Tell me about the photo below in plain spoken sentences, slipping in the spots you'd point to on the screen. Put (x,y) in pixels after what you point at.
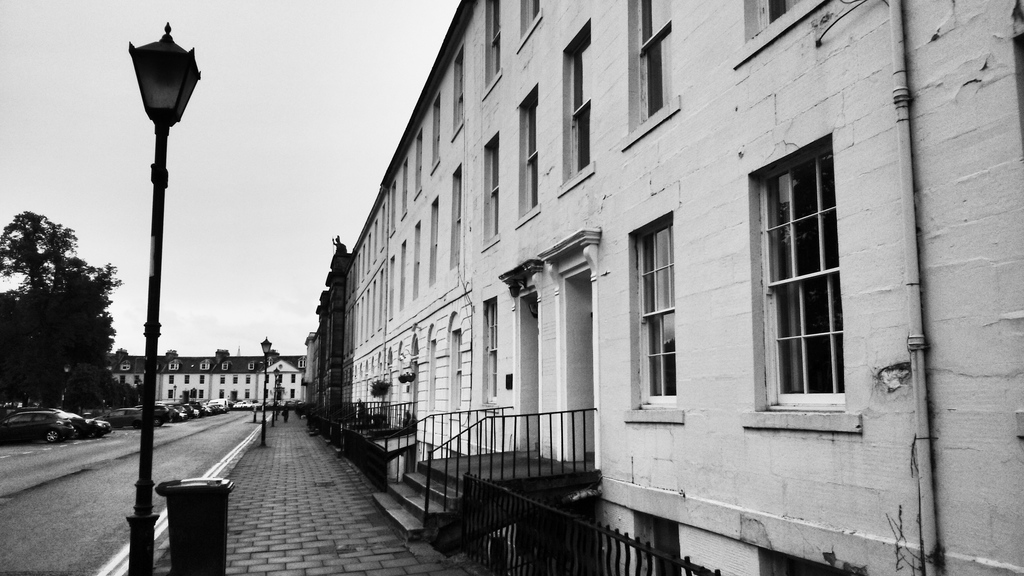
In this image I can see few pole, few street lights (143,461), number of buildings (285,366), railings (449,462), stairs (443,489) and here I can see a container (190,498). I can also see number of vehicles (32,424) on road (104,451) and I can see a tree (65,342). I can also see this image is black and white in colour.
